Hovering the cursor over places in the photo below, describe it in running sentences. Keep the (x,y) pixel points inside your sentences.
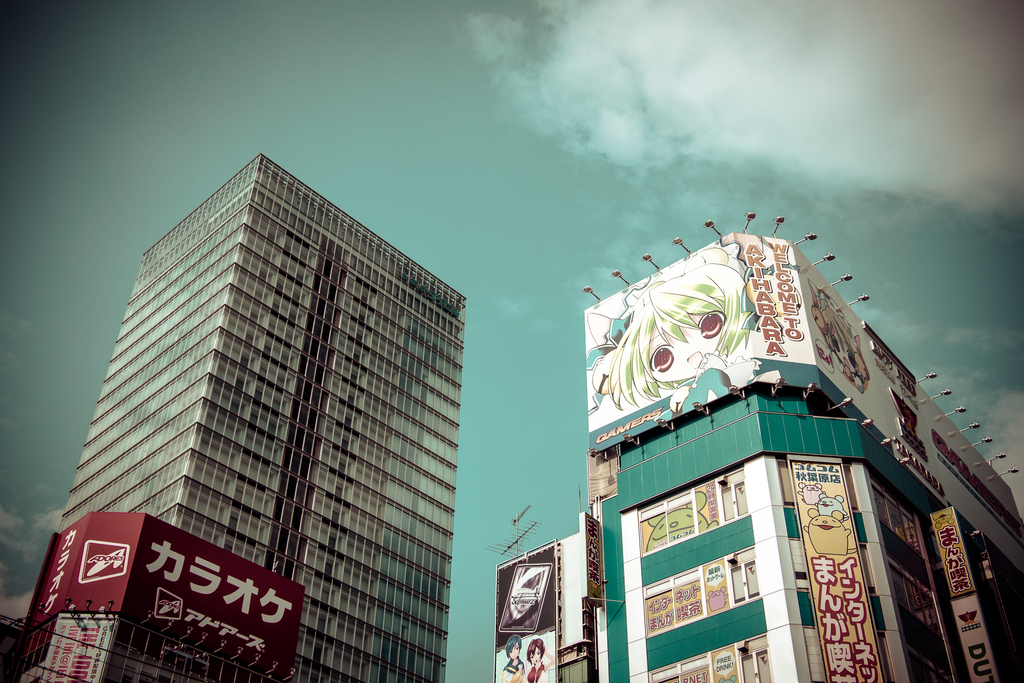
In this picture I can see the buildings (381,544). On the right (748,258) I can see the posters (839,551), banners (544,642) and advertising board (879,392). Above the board (793,264) I can see the lights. At the top (558,62) I can see the sky (533,129) and clouds (618,55).
